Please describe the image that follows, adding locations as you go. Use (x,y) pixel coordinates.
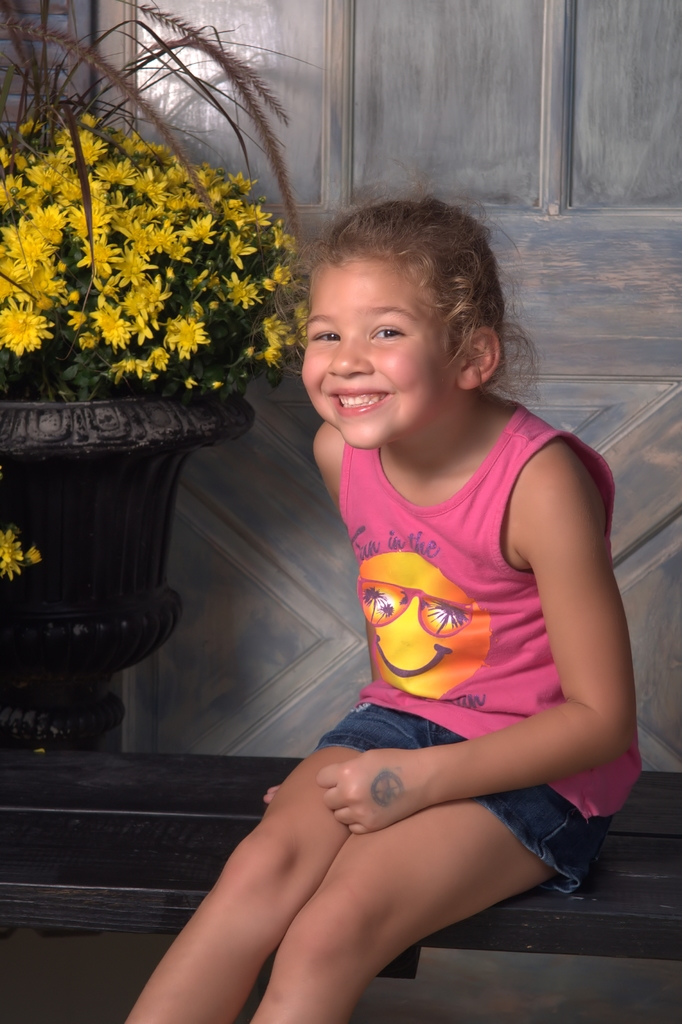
In this picture I can observe a girl (354,787) sitting on the bench (225,821). She is wearing pink color dress (406,555). The girl (406,555) is smiling. On the left side (27,310) I can observe yellow color flowers (66,219). In the background (638,563) there is a wall (401,153).
